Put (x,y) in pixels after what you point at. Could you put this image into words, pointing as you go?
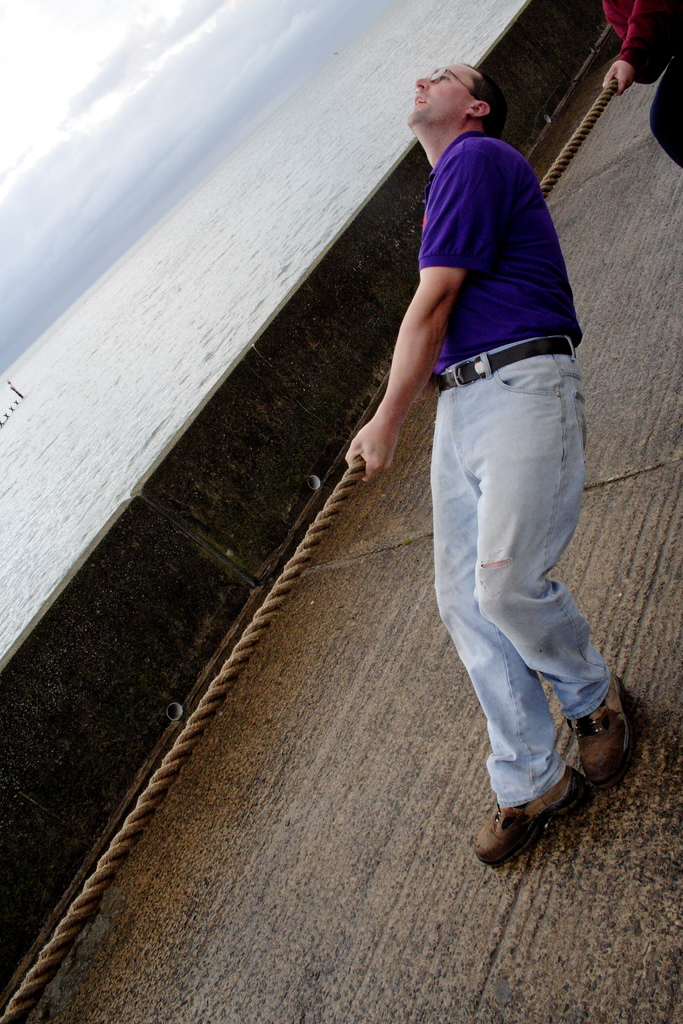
In the image there are two people (506,228) pulling a rope (131,825) by standing on a concrete surface (256,805) and behind them there is a water surface (215,229).
